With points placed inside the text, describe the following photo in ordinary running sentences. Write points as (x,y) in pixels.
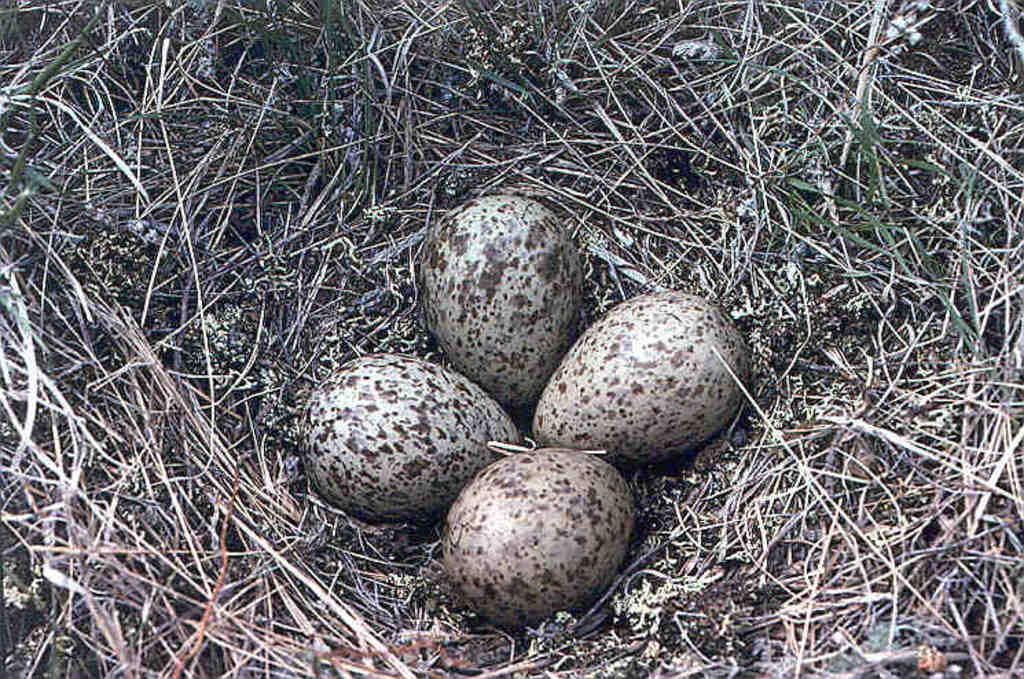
In this image I can see four eggs (555,608) and grass (258,438). This image is taken during a day.
